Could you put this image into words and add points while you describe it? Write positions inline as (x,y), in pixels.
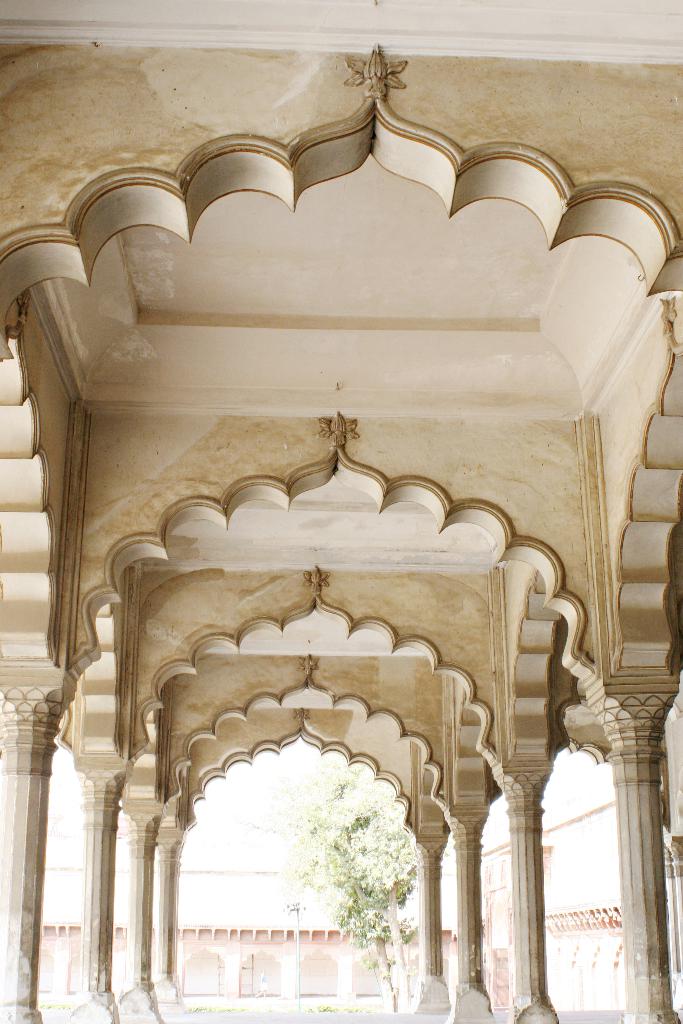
In this image I can see an inside view of building (327,541). Here I can see pillars (17,901) and ceiling (256,392). In the background (362,935) I can see a building (60,868) and a tree (379,865).
